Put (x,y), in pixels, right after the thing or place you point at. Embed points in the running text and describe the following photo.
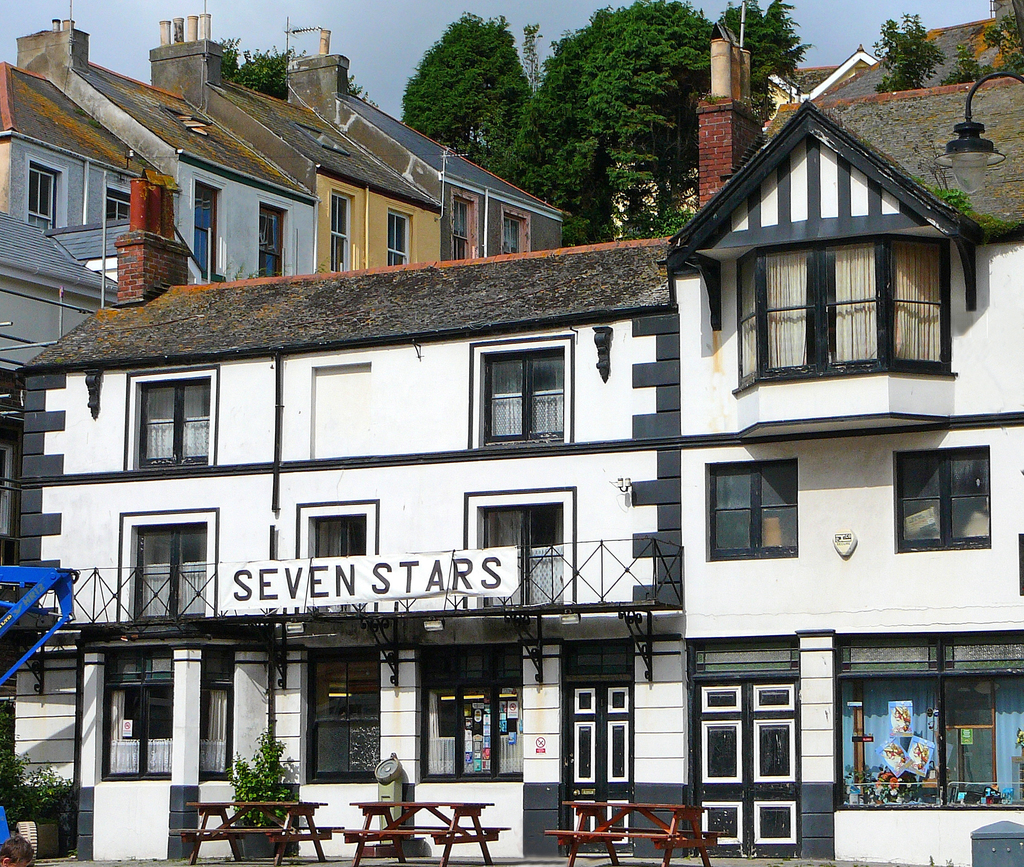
In this image we can see many buildings (350,310). And we can see the windows (215,257). And we can see the lights (976,129). And we can see the sky (401,32). And we can see the trees (506,39). And we can see the benches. And we can see some text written on the building (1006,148).
